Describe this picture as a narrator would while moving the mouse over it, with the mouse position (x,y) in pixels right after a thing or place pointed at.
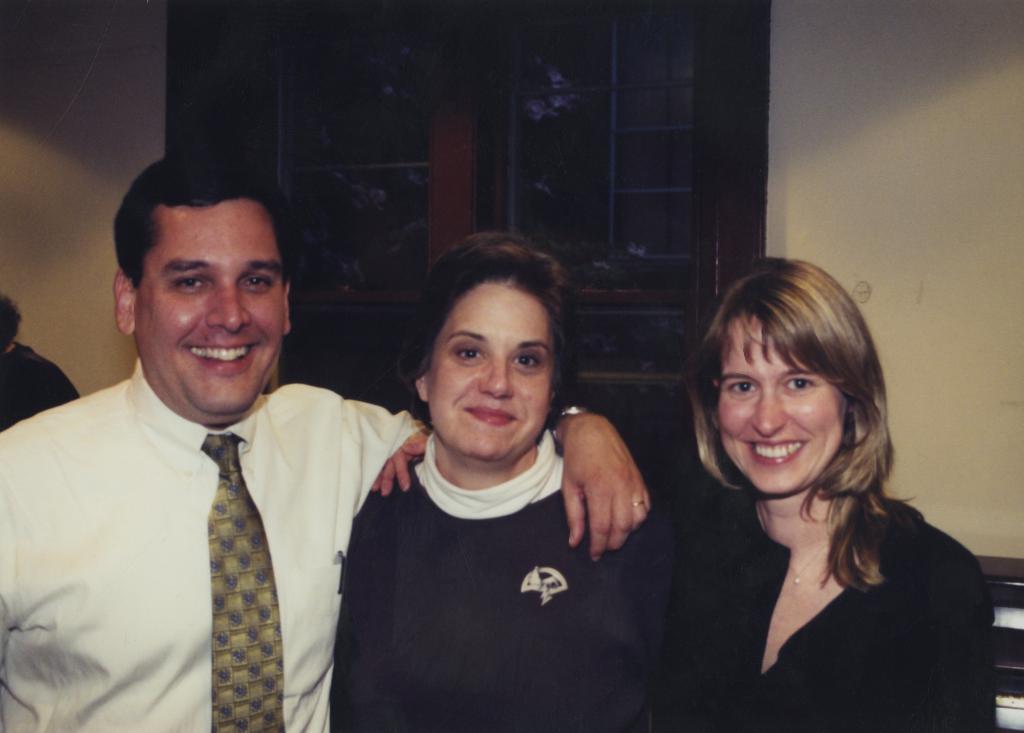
In this picture, we see two women (473,577) and a man (318,536) are standing. Three of them are smiling and they are posing for the photo. Behind them, we see a window (549,239). Beside that, we see a white wall (910,409). On the left side (50,363), we see a person (16,386) is standing. This picture might be clicked inside the room (29,287).
